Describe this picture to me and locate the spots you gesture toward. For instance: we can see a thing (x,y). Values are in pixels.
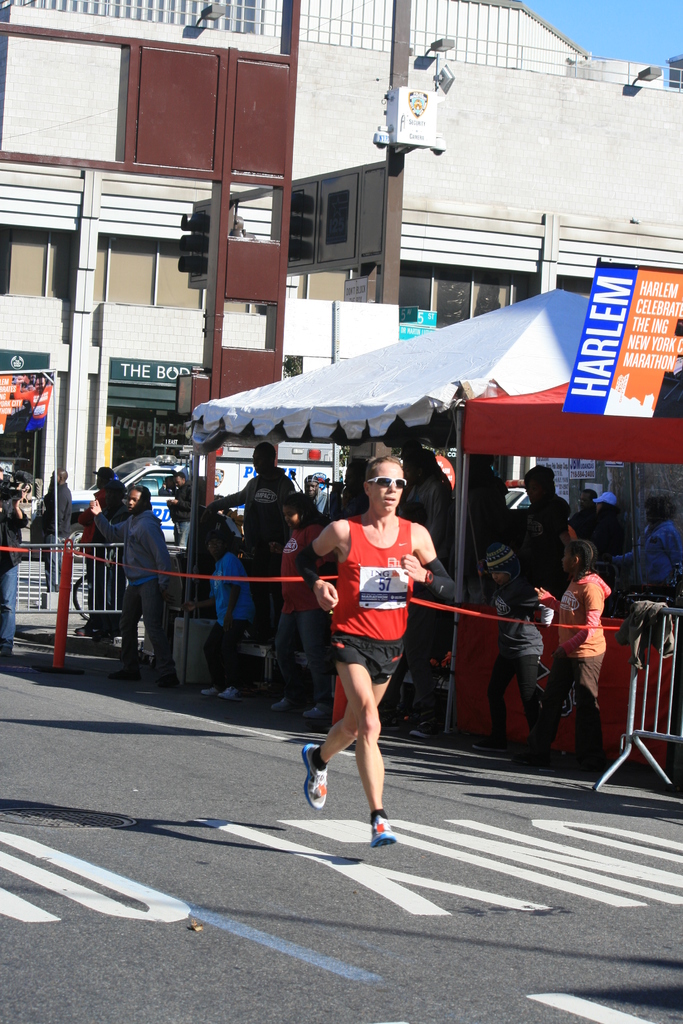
In this image I can see a person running on the road (415,834), on the right side (464,340) I can see a tent (443,340) and under the tent (419,351) few persons (576,553) standing and at the top (585,28) I can see the building (312,126) and the sky (597,24).
